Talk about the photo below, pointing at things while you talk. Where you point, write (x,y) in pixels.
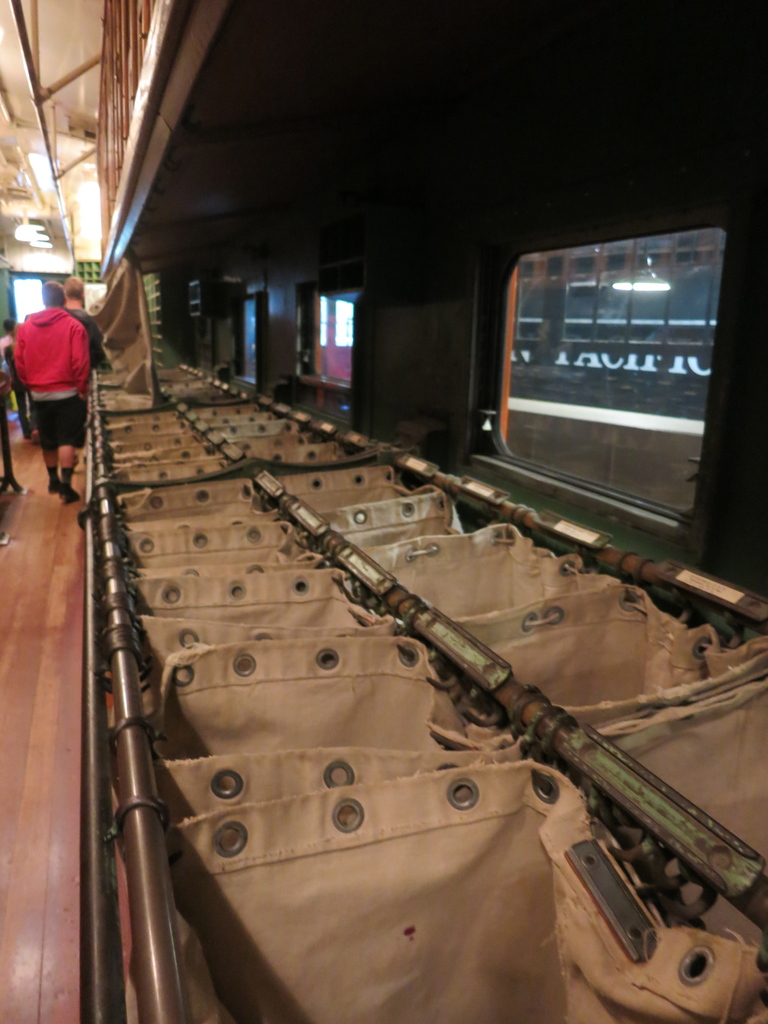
On the left side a man (49,394) is walking, he wore red color coat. At the top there are lights (29,236), on the right side (667,362) it is a glass window (640,374).
